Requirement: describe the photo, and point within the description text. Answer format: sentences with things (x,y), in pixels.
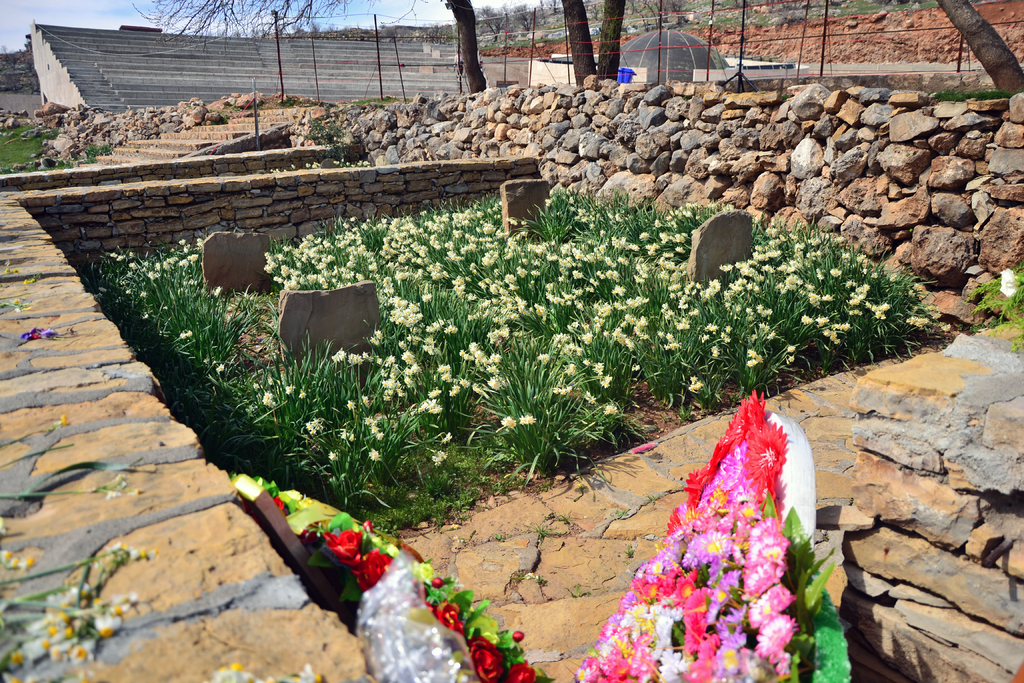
In the center of the image (485,351) there are shrubs (494,353). At the bottom (723,547) there are bouquets (424,628). On the right (930,506) there is a rock wall (931,214). In the background (230,52) there are trees (617,24) and stairs (217,72).
